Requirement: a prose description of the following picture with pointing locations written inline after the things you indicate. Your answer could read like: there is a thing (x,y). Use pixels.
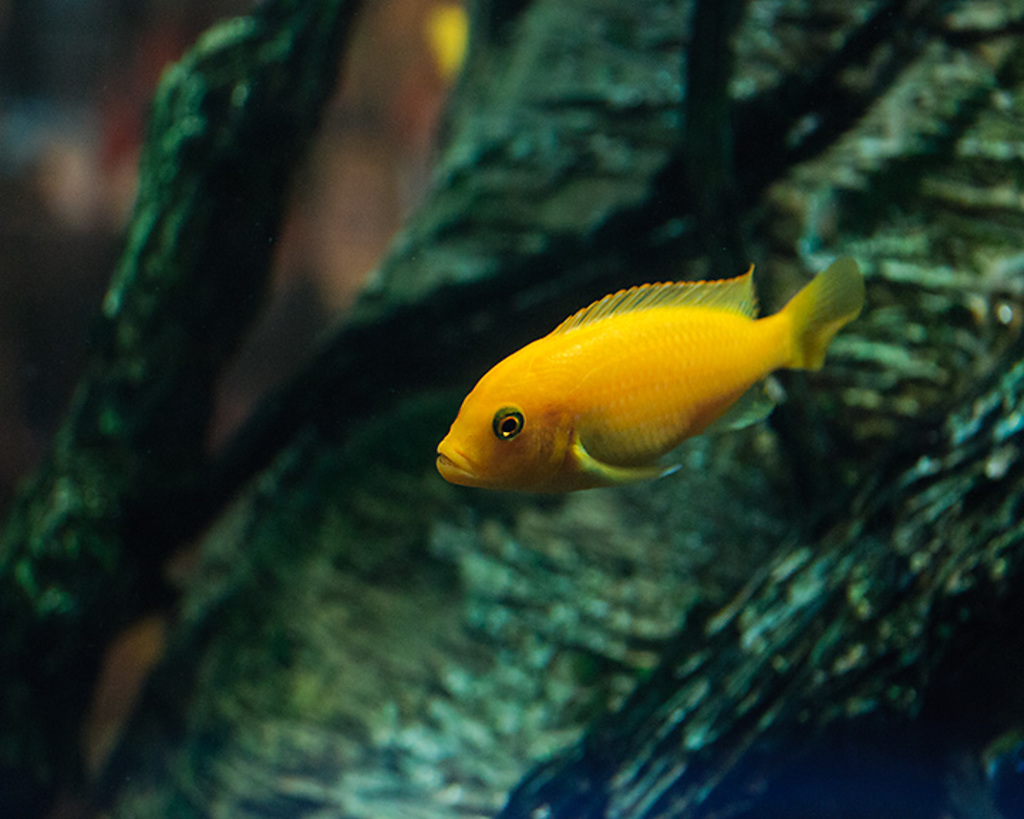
In this picture we can see a fish (512,375) in water (404,498) and in the background (380,128) it is blurry.
